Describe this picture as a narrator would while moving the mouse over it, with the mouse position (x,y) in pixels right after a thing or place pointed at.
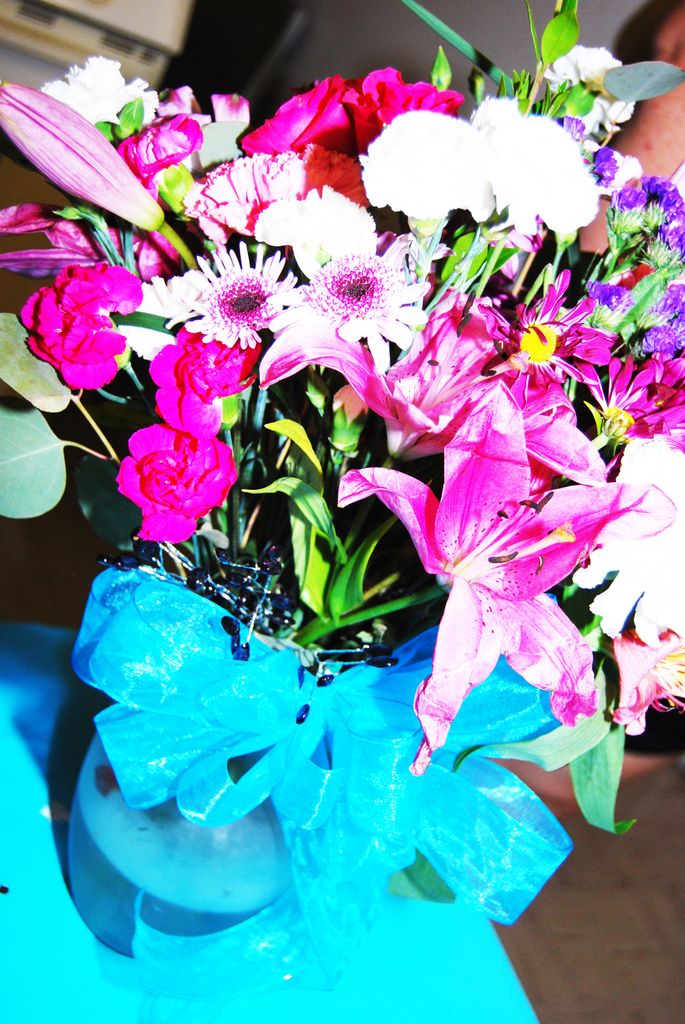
In this image I can see different types of flowers (663,499) in a blue colour pot (163,794). I can see colour of these flowers (208,461) are pink, white and purple. I can also see green colour leaves (538,308).
